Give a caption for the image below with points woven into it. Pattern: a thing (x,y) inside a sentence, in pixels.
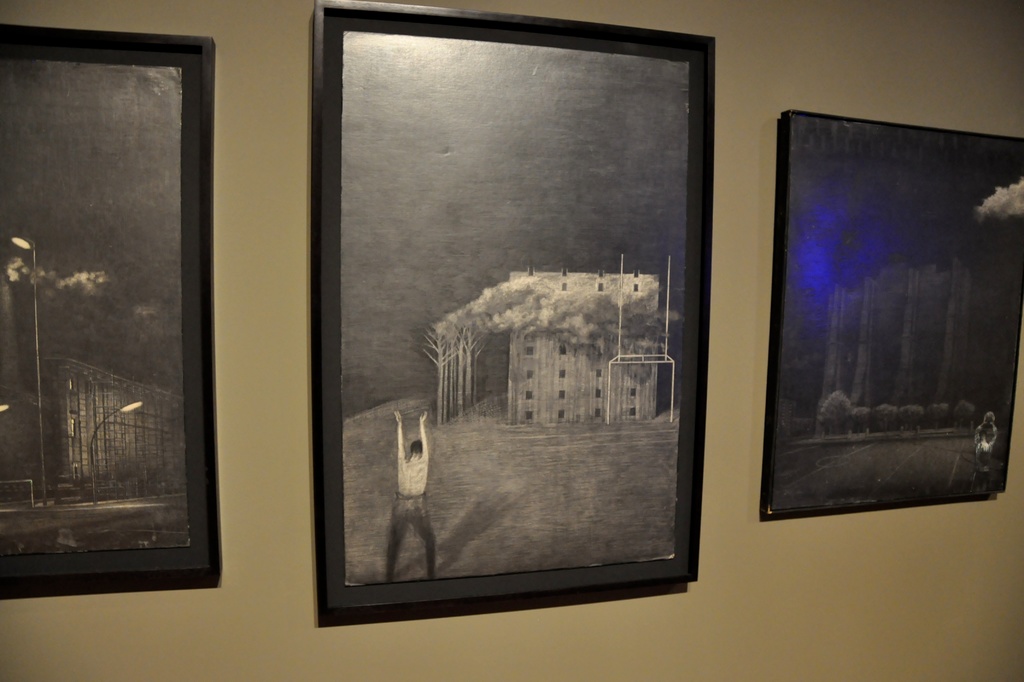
In this image we can some photo frames (875,414) are attached to the wall (884,91).
